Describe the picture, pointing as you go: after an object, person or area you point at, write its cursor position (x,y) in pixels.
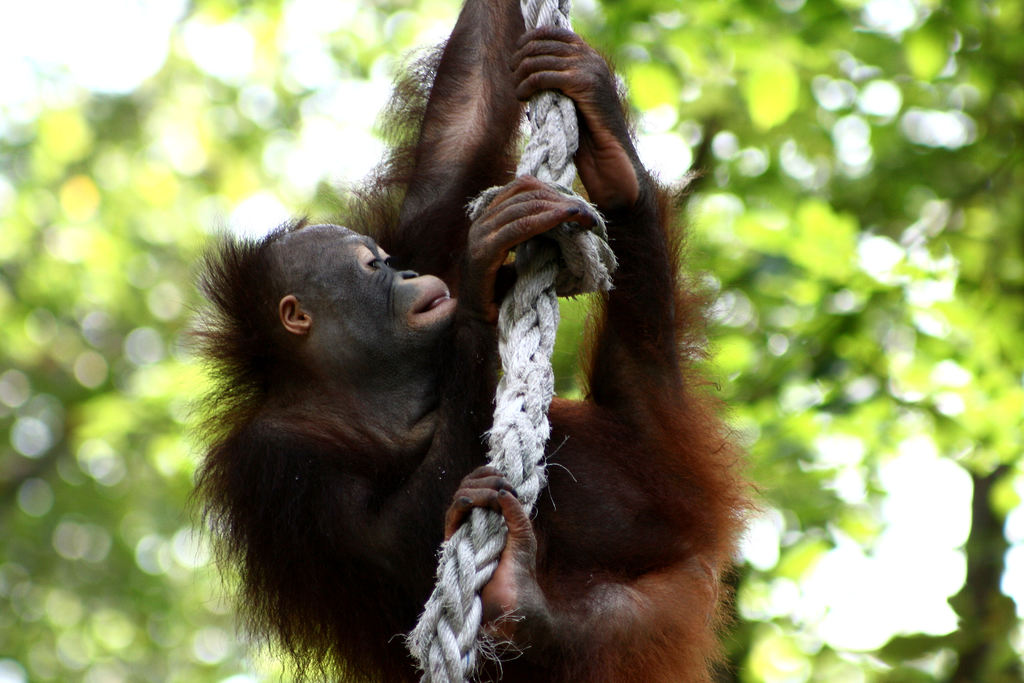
In this picture there is an animal (621,274) holding the rope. At the back (791,276) there are trees (926,167) and the image is blurry.
